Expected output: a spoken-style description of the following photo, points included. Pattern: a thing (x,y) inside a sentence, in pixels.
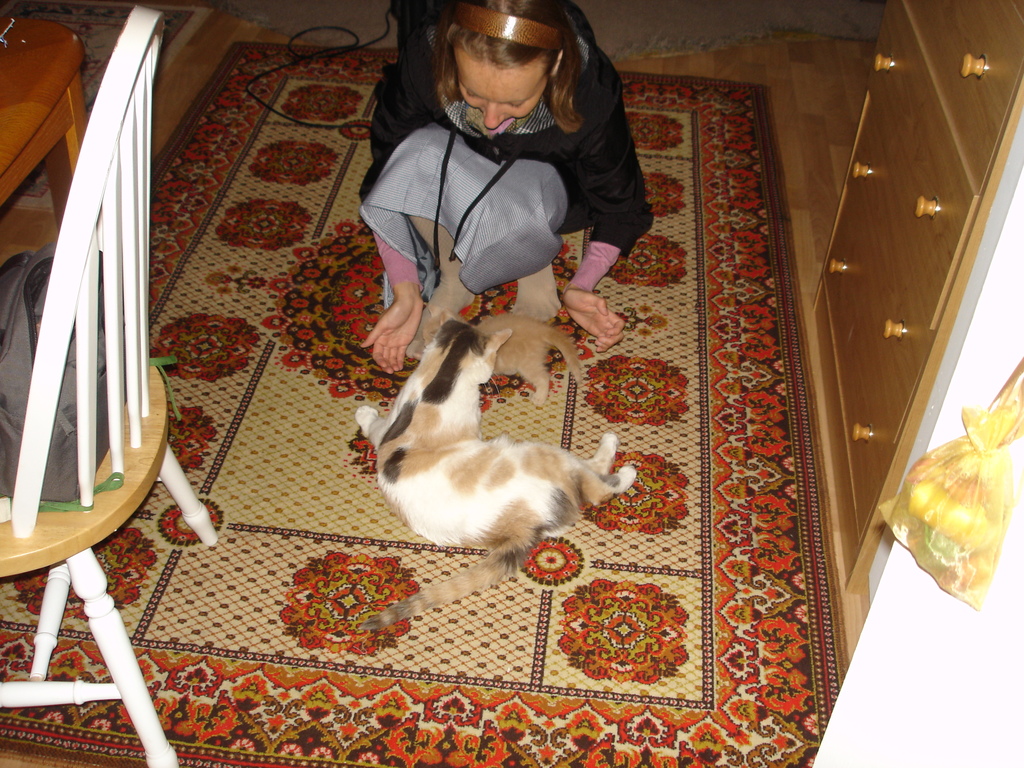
Here in this picture we can see a woman (579,205) playing with a animal (443,460). This is a floor carpet (710,416). Here we can see desk (930,326) at the right side of the picture (921,355) and cover (983,436). And on the left side of the picture (84,236) we can see a chair (81,396) and a bag (57,440) on it.
